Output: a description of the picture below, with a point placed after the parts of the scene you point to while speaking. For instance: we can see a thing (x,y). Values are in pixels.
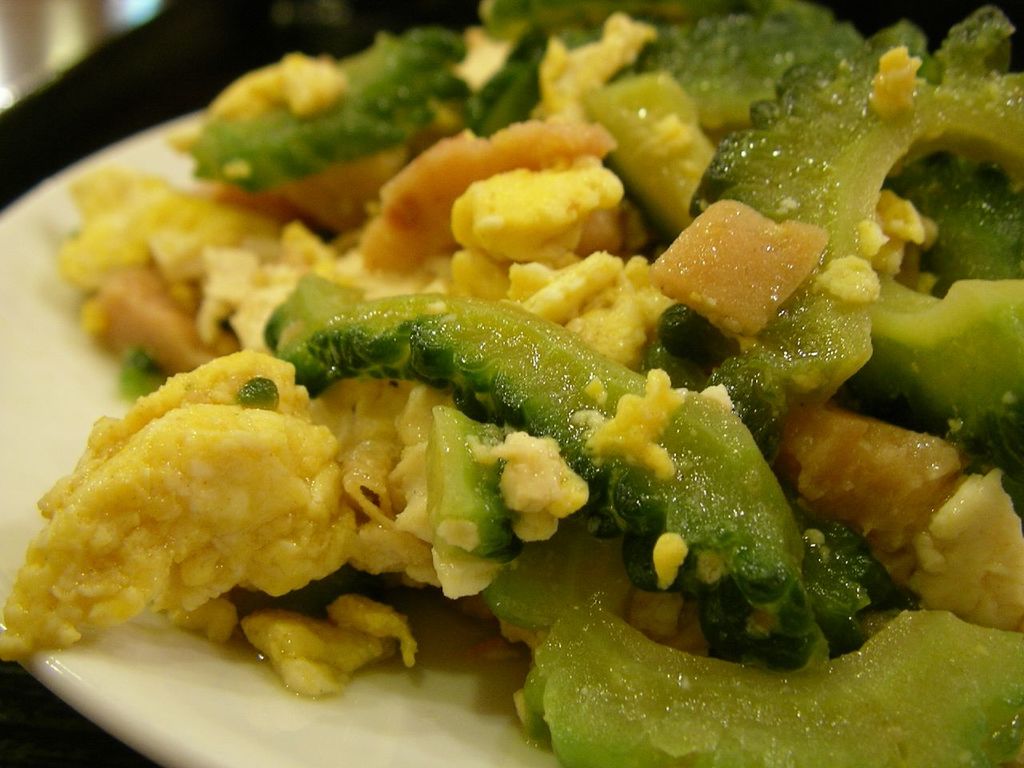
In this picture I can see food (334,370) in the plate (58,396) and looks like a table (158,119) in the background (70,84).
